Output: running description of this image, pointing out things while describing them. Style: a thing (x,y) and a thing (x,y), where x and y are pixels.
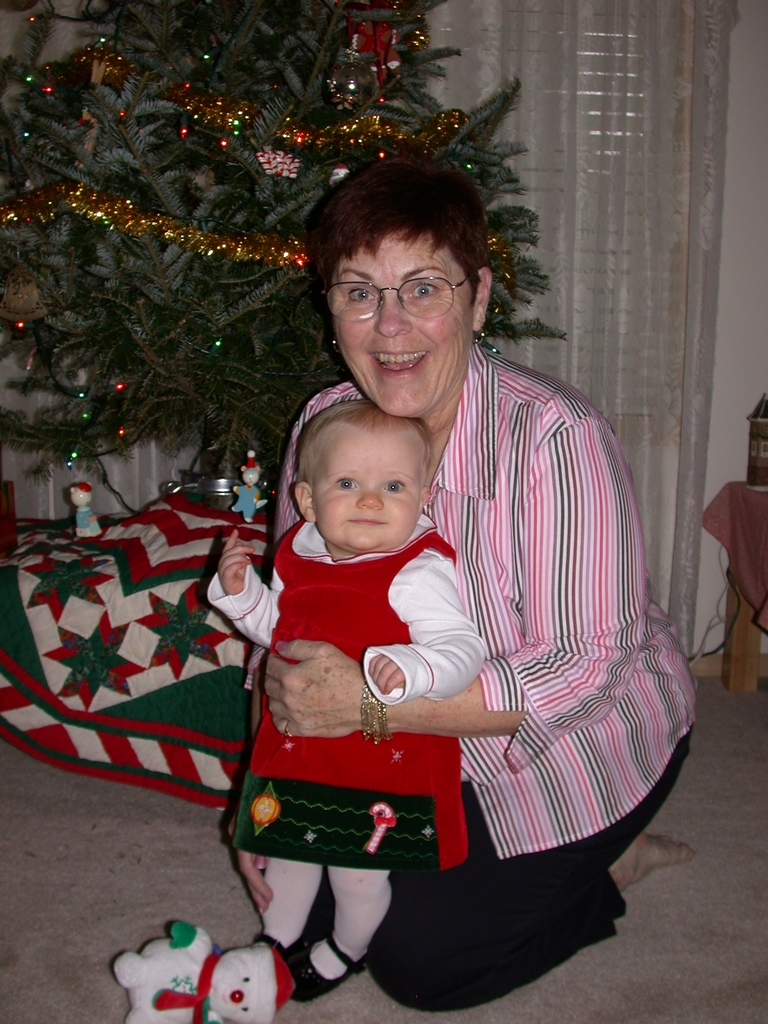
In the foreground (361,601) I can see a woman (340,680) and a baby (394,834) on the floor (59,817). In the background (151,590) I can see a quilt (155,526), christmas tree (205,448), curtain (620,350), wall (728,455) and a table (728,605). This image is taken may be in a room (80,869).
